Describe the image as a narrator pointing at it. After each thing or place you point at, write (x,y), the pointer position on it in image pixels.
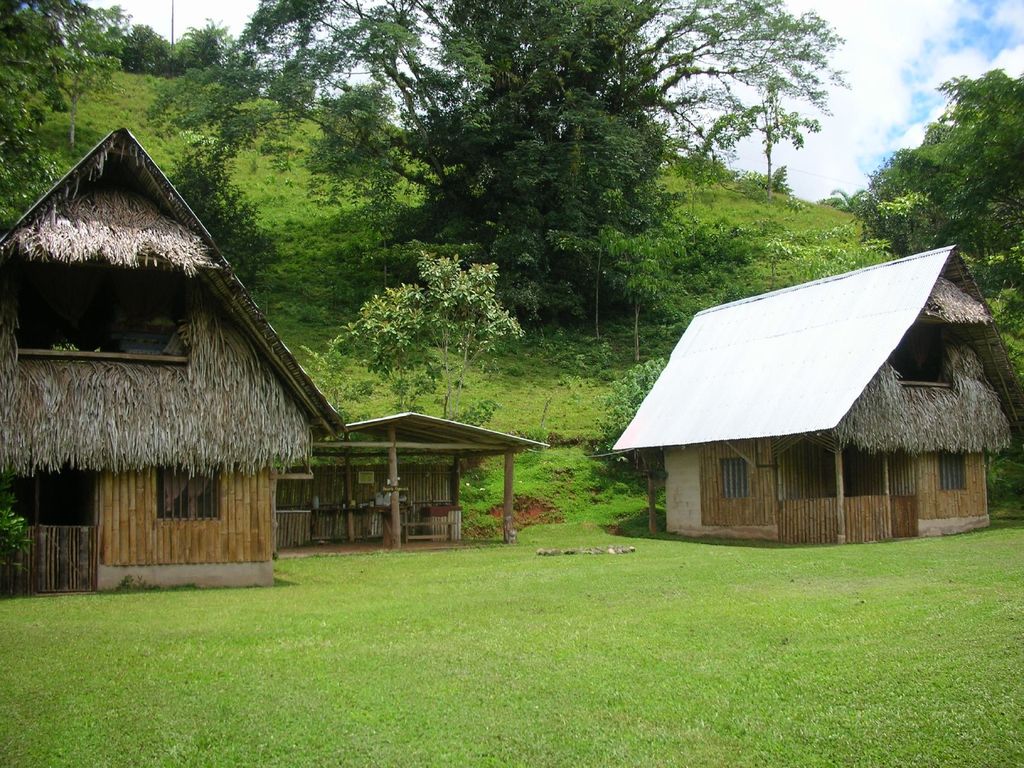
In this picture we observe three wooden houses (256,498) and in the background (439,351) there are trees (371,124) everywhere.
